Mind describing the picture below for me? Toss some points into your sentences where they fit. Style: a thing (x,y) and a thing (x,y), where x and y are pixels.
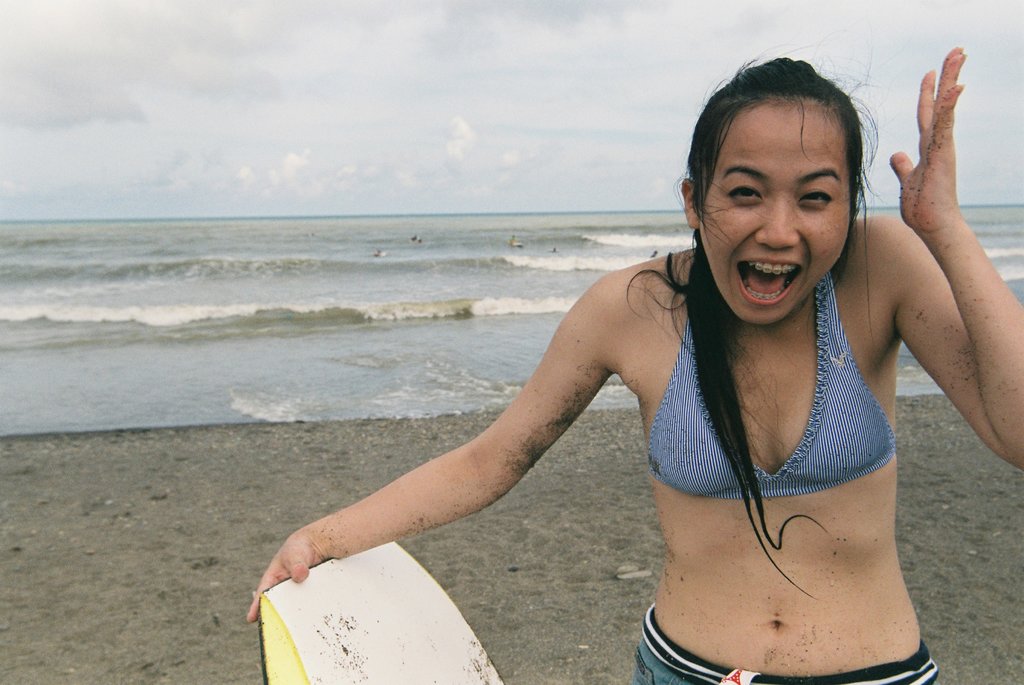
The picture is taken near a sea (209,404). A girl (563,370) who is holding an object (348,576) in one of her hands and she is in shock mode. The tides (552,266) are very beautiful in the background (448,306). The floor (316,451) is full of sand (251,510).
